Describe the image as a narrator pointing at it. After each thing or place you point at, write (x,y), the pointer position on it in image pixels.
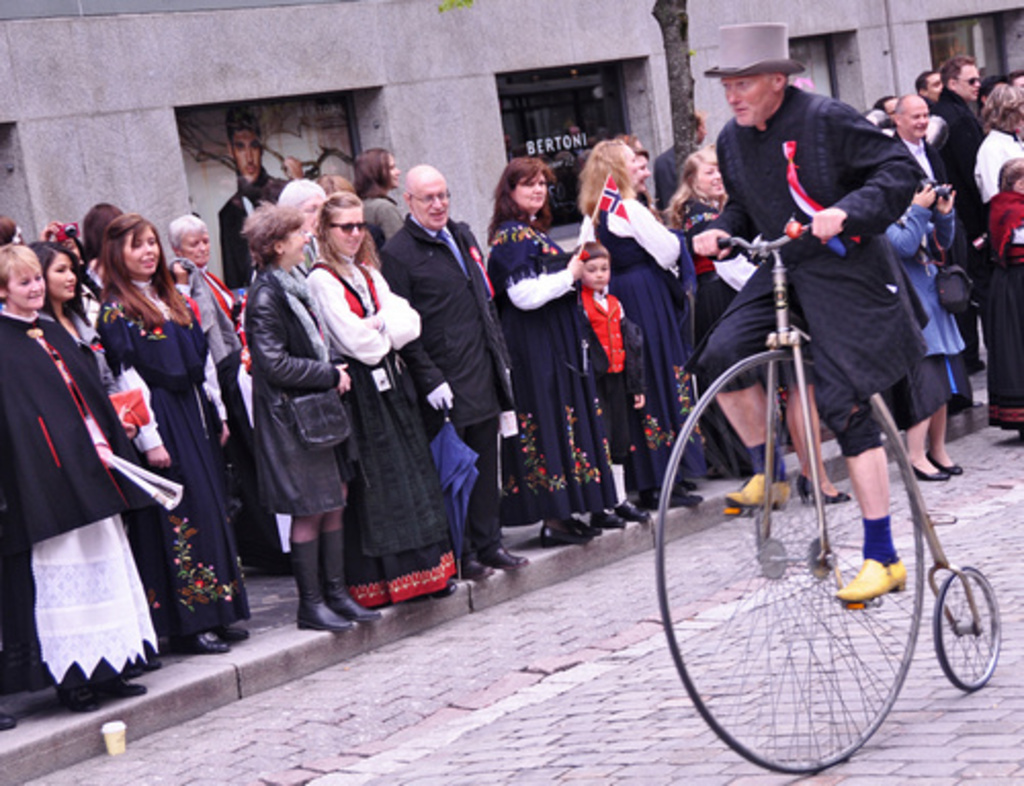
In this picture I can see a group of people (411,277) are standing. Here I can see a man (855,407) is sitting on a bicycle (845,484). This man (823,161) is wearing a hat (754,63) and black color dress (825,262). In the background (495,67) I can see a wall (407,51) and a wooden pole (673,43). Here I can see white color glass (118,743).
